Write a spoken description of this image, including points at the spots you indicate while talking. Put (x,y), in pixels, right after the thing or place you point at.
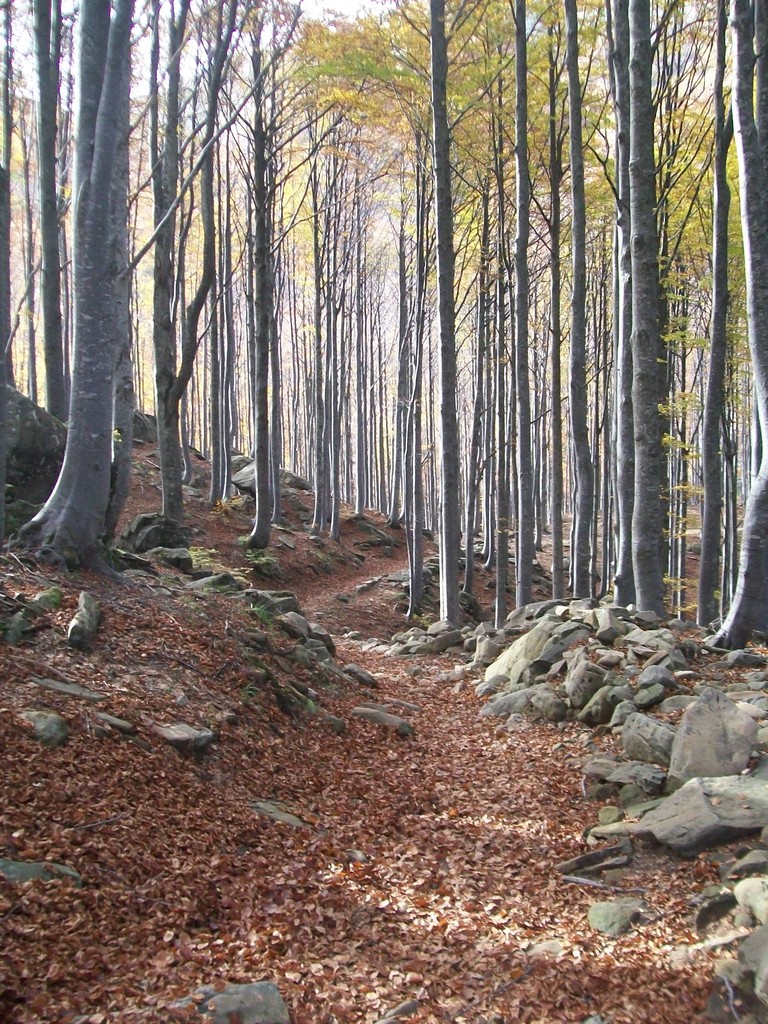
In this image we can see sky (236,129), trees (416,265), rocks (502,673), stones (532,680) and shredded leaves (359,759) on the ground (380,841).
